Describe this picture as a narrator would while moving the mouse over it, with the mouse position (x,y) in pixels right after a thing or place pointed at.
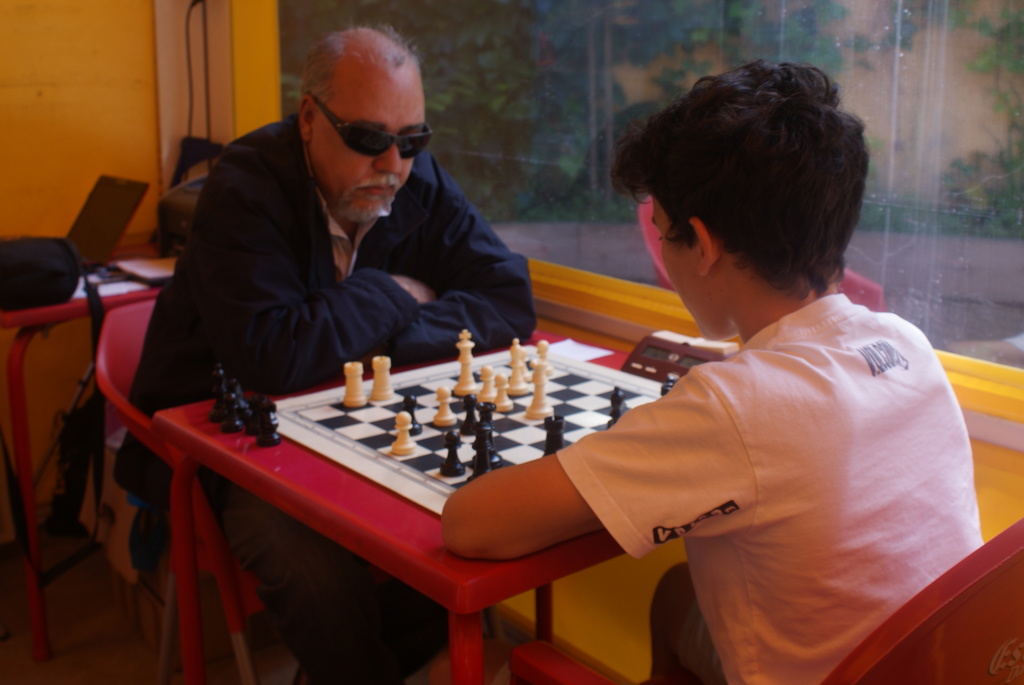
In this picture we can see man (351,264) and boy (771,434) sitting on chair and playing chess board (555,366) placed on table (308,465) with timer (647,364) and in background (169,154) we can see bag (77,253), papers (108,293), wall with glass (546,87), trees (570,158).
